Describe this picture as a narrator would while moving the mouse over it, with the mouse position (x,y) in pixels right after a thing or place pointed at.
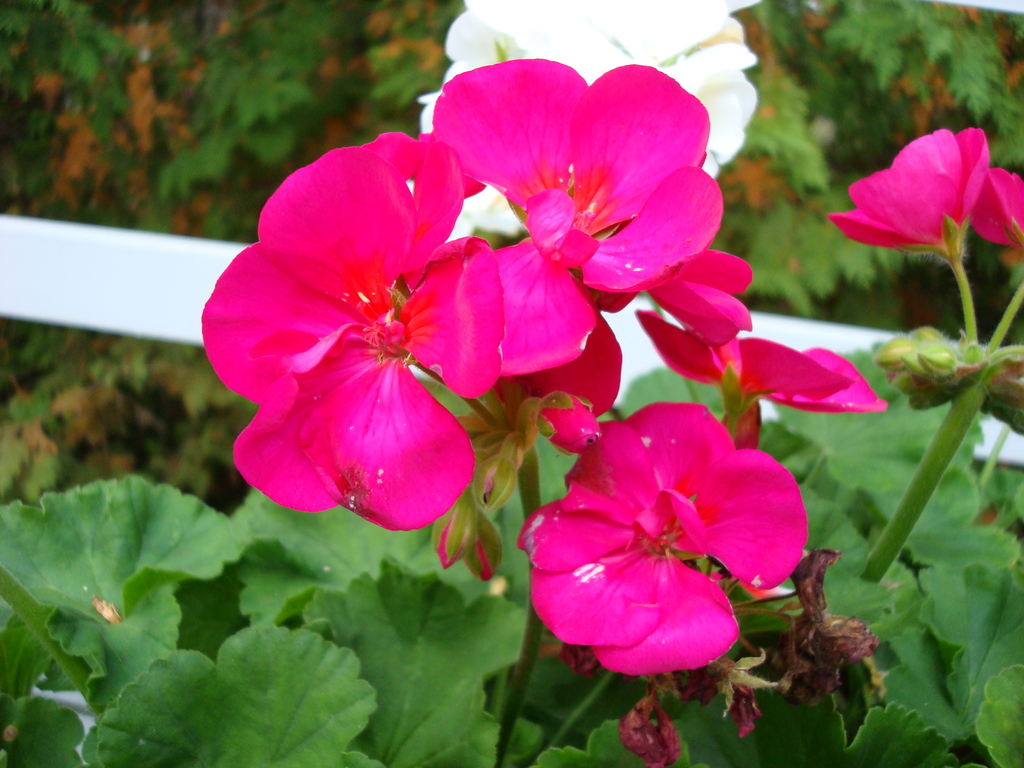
Here I can see the plants (313,596) along with the flowers (411,468) which are in pink and white colors. In the background (158,273), I can see a white color fence rail (124,271).
